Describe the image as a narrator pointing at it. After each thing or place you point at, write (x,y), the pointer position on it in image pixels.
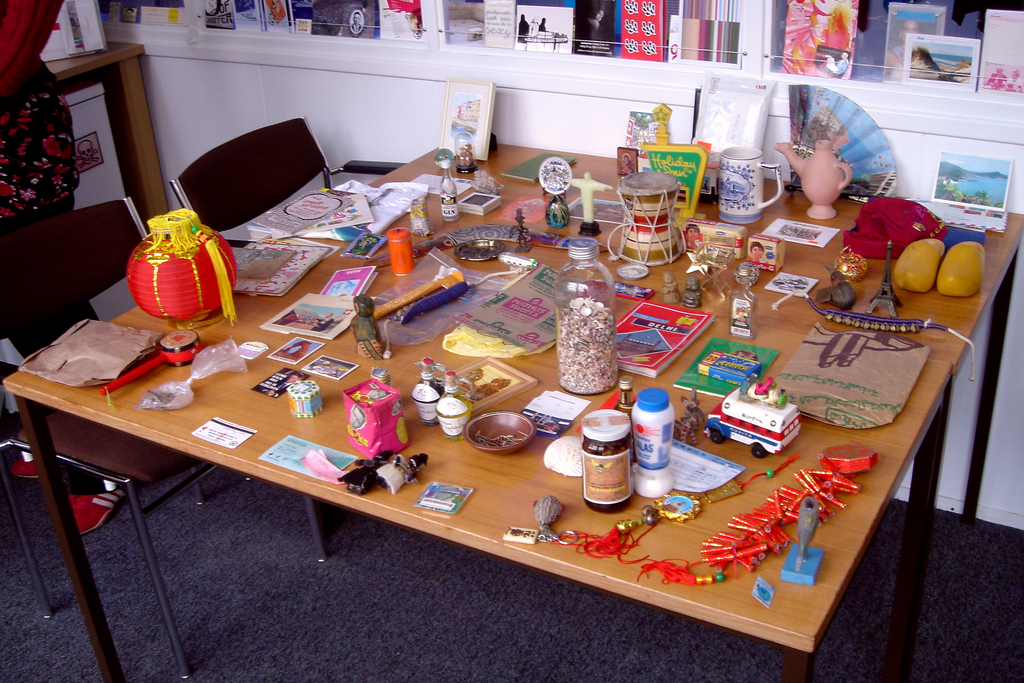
In this picture, we can see the ground (608,621) and some objects (517,506) on the ground (388,580) like chairs (255,186), table (213,406), and we can see some objects (613,240) on the table (547,361), like jars (595,367), bottles (664,406), posters (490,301), and we can see the wall (344,42) with shelves (344,42) and some objects (570,29) in it.
